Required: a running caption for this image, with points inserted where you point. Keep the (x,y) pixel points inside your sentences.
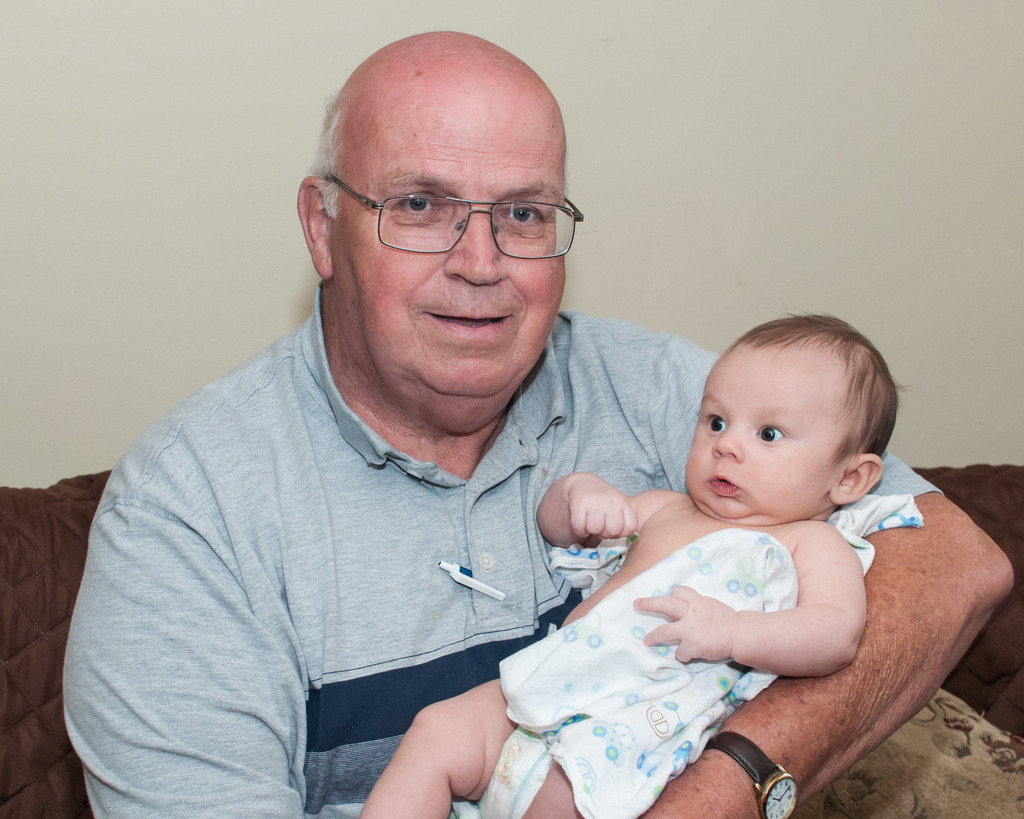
In the center of the image (407,330) there is a old person (510,441) holding a baby (736,427). In the background of the image (207,286) there is a wall (207,241).
